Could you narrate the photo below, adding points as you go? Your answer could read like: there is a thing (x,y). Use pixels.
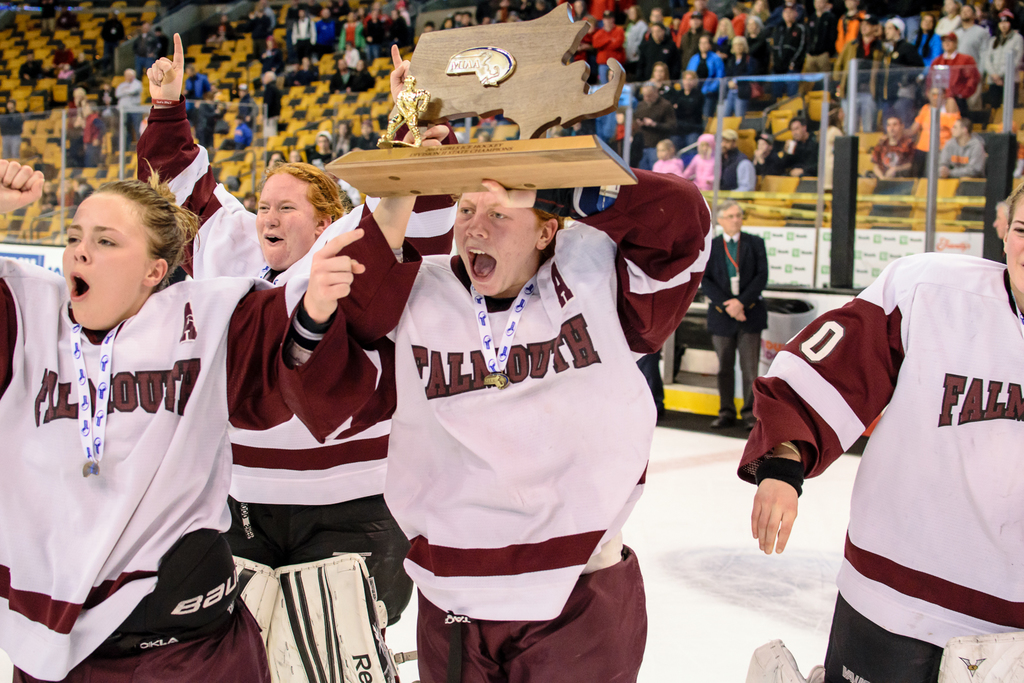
In this picture we can observe some people (521,367) in the court (710,575). They are wearing white and red color dresses (317,381). One of them is holding a prize (435,156) in her hands (522,199). In the background (689,29) there are some people (693,88) sitting and standing in the yellow color chairs (299,93). There are men (884,54) and women (641,36) in this picture. We can observe a fence (724,118) in front of them.
